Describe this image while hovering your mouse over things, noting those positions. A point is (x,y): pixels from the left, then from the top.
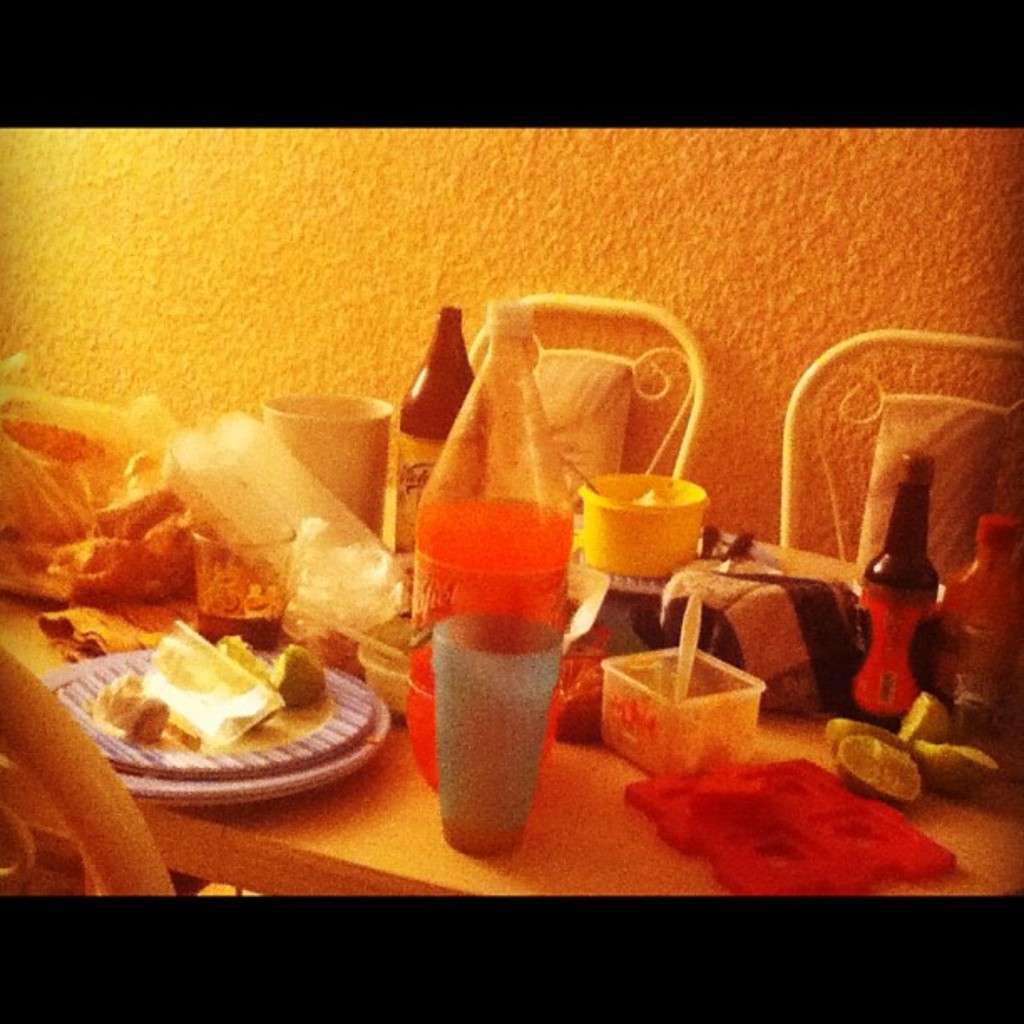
In this image, we can see a table (628,850) with some objects (856,847) like bottles (467,518), glasses (354,501) and some food items (311,686). There are a few chairs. We can also see the wall (274,273).
